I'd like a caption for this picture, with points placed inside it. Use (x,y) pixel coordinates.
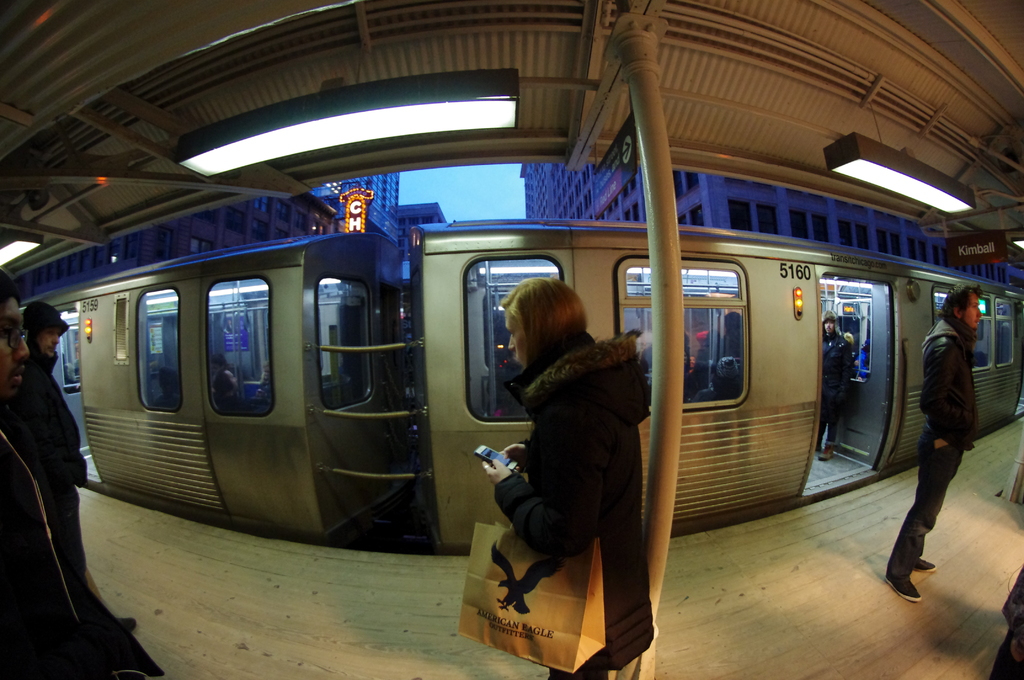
In this picture we can see some people (18,393) are standing on the platform (706,615) and on the platform (693,571) there is a pole (659,446) with a board (618,172). Behind the platform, there are some people (698,343) in the train (758,353). Behind the people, there is a name board (352,213), buildings (370,207) and the sky (460,191). At the top of the platform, there are lights (302,141).
